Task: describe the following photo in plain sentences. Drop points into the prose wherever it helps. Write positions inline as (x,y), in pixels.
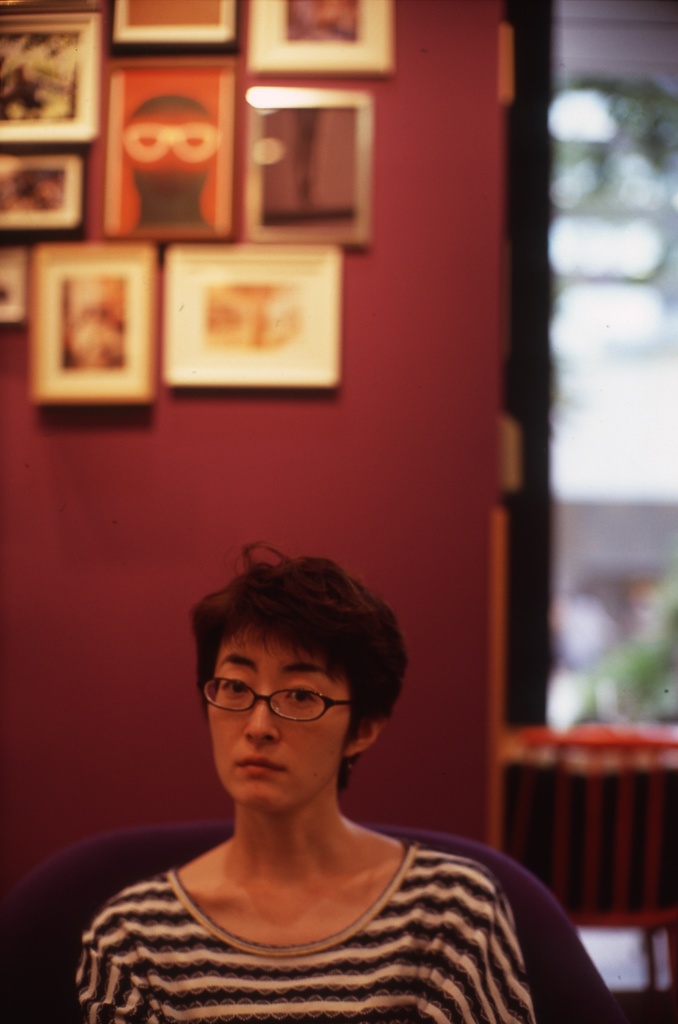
In this image we can see a person (274,796) sitting on a chair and in the background (370,428) there is a wall (388,139) with photo frames (226,288).
